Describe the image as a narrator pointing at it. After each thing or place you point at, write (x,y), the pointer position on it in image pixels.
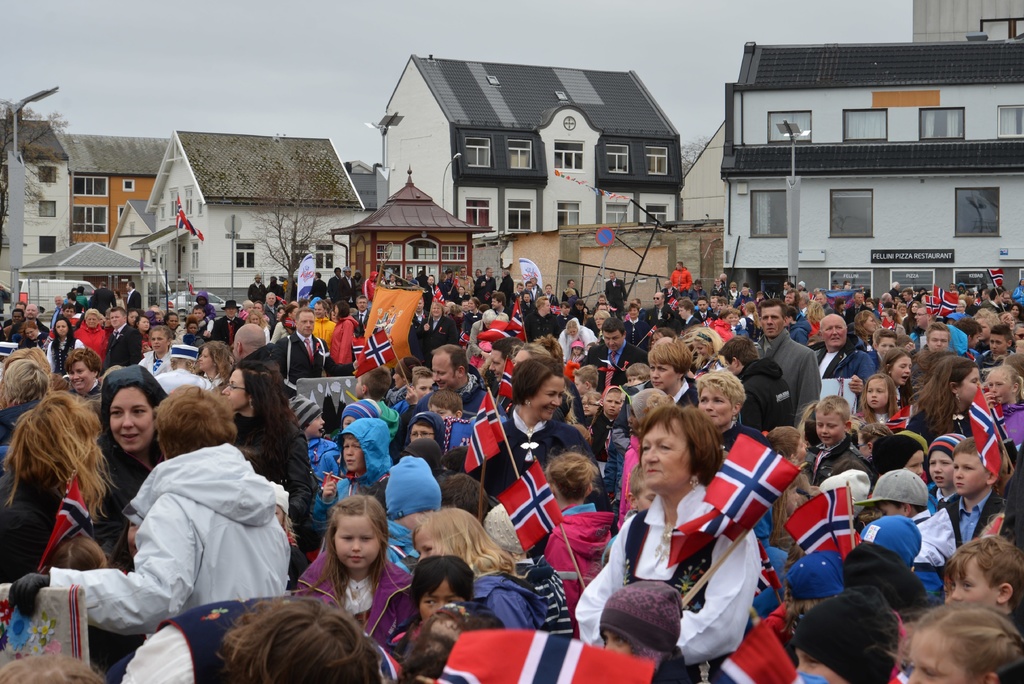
In this image at the bottom (247,565) there are a group of people (459,476) who are standing, and some of them are holding flags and some of them are wearing bags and some of them are holding papers (853,398). In the background (236,189) there are some buildings (123,242) and trees (296,237), poles (174,238) and flags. On the top of the image (273,97) there is sky (285,94).
